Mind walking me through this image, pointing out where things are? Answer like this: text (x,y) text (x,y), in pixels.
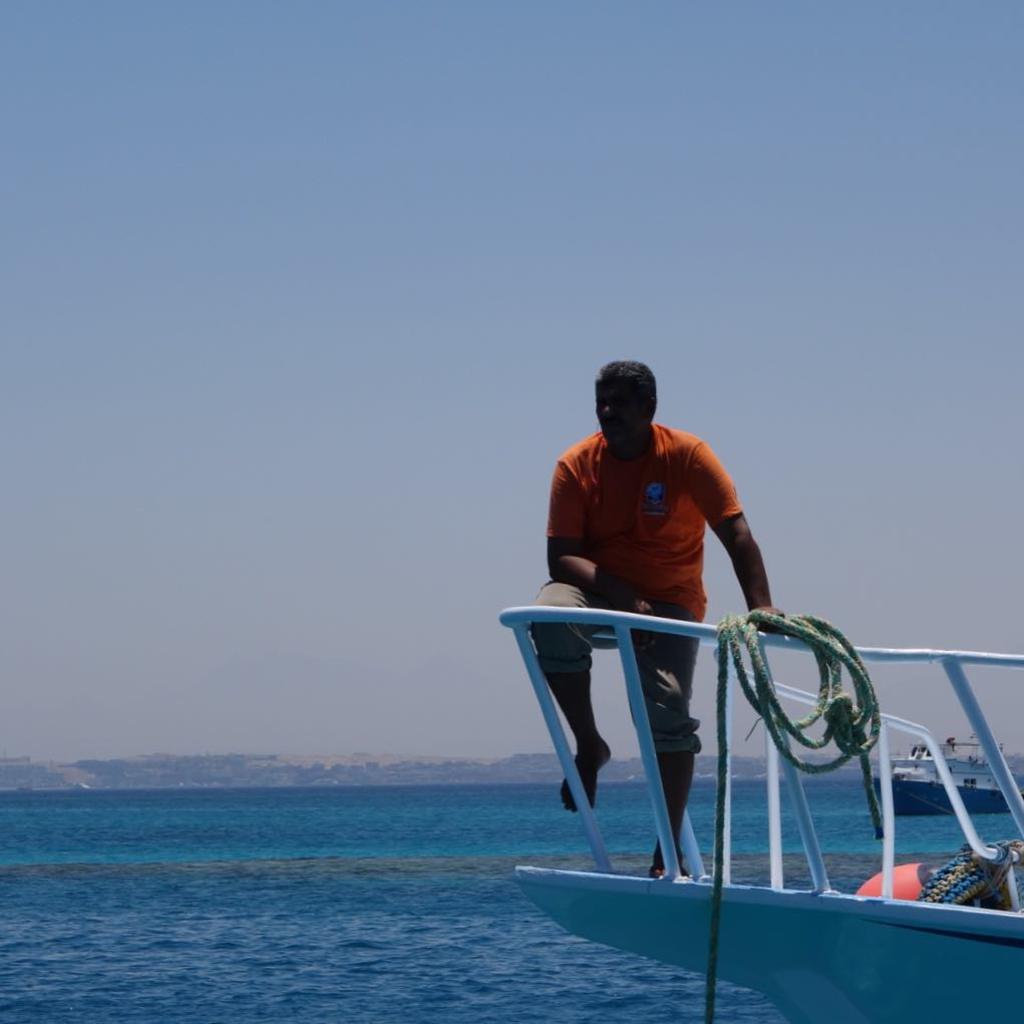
This is the man (588,601) sitting on an iron rod (600,621). This looks like a rope (721,785), which is hanging. I think this is the boat (910,965). These are the water (463,855) flowing. In the background (970,785), I can see a ship (959,775) on the water (305,934).
